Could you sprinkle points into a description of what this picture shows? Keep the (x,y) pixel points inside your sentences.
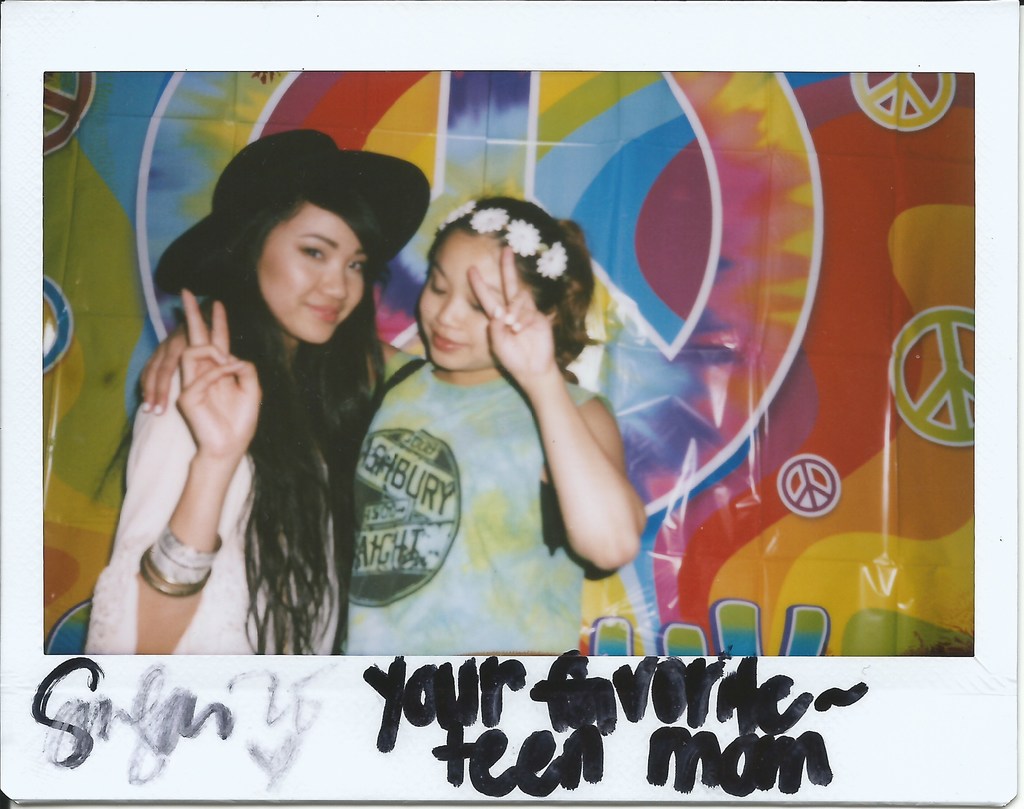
In this image we can see a poster (625,402). In this image we can see persons (404,386). In the background of the image (173,322) there is a colored background (598,151) with some design (630,287). At the bottom of the image (601,687) something is written.
